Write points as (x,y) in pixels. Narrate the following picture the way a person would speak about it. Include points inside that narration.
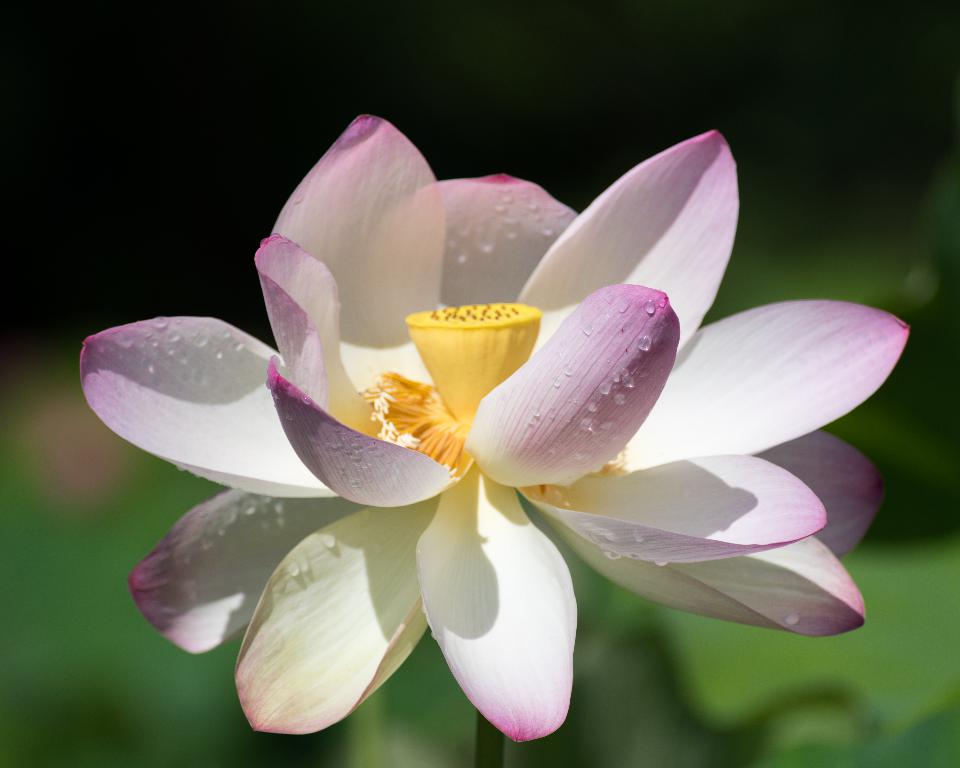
In the center of the picture (382,475) there is a flower (643,430). The petals (613,494) are white and violet in color, on the petals (443,279) there are water droplets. The background (105,86) is blurred.
